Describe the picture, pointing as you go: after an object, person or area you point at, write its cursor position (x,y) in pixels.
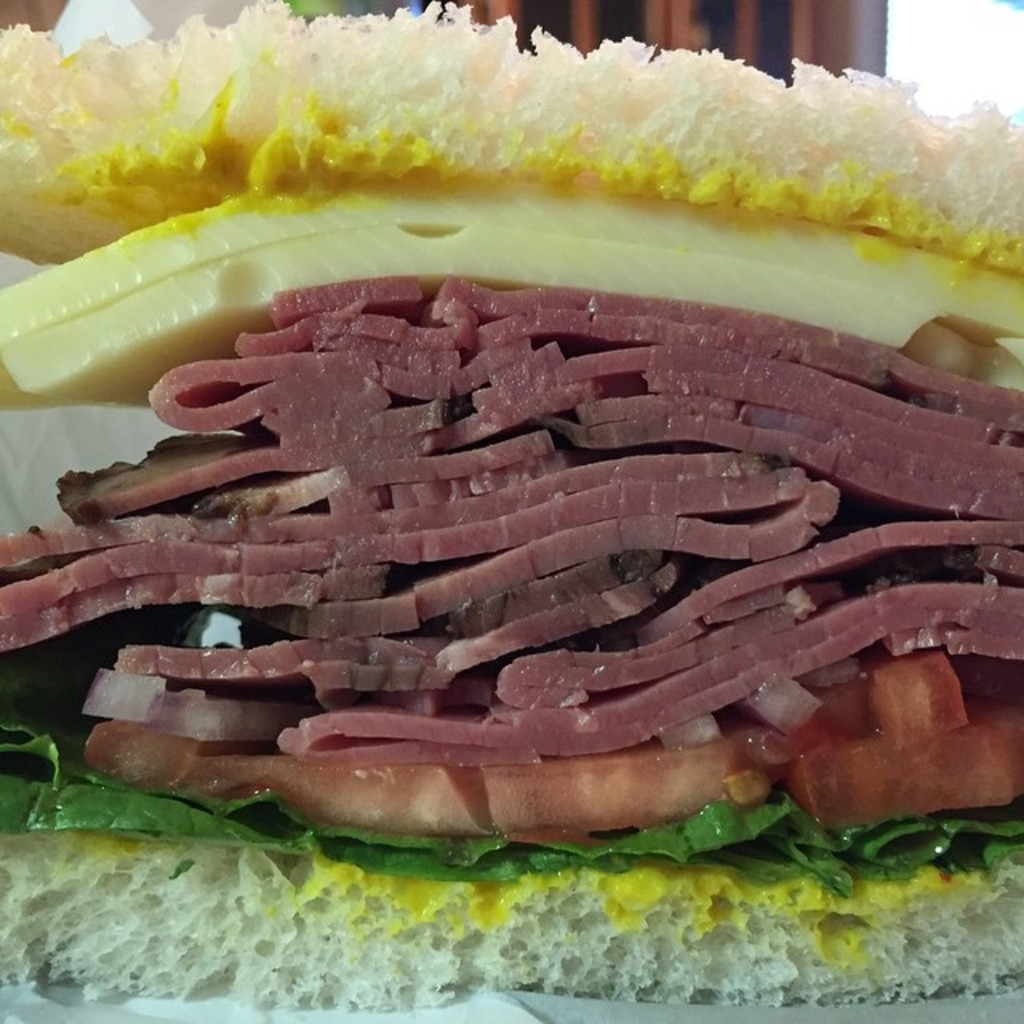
There is a sandwich (699,617) having two bread layers (514,59), cheese (543,263), meat pieces (527,724) and leaves (741,843).
